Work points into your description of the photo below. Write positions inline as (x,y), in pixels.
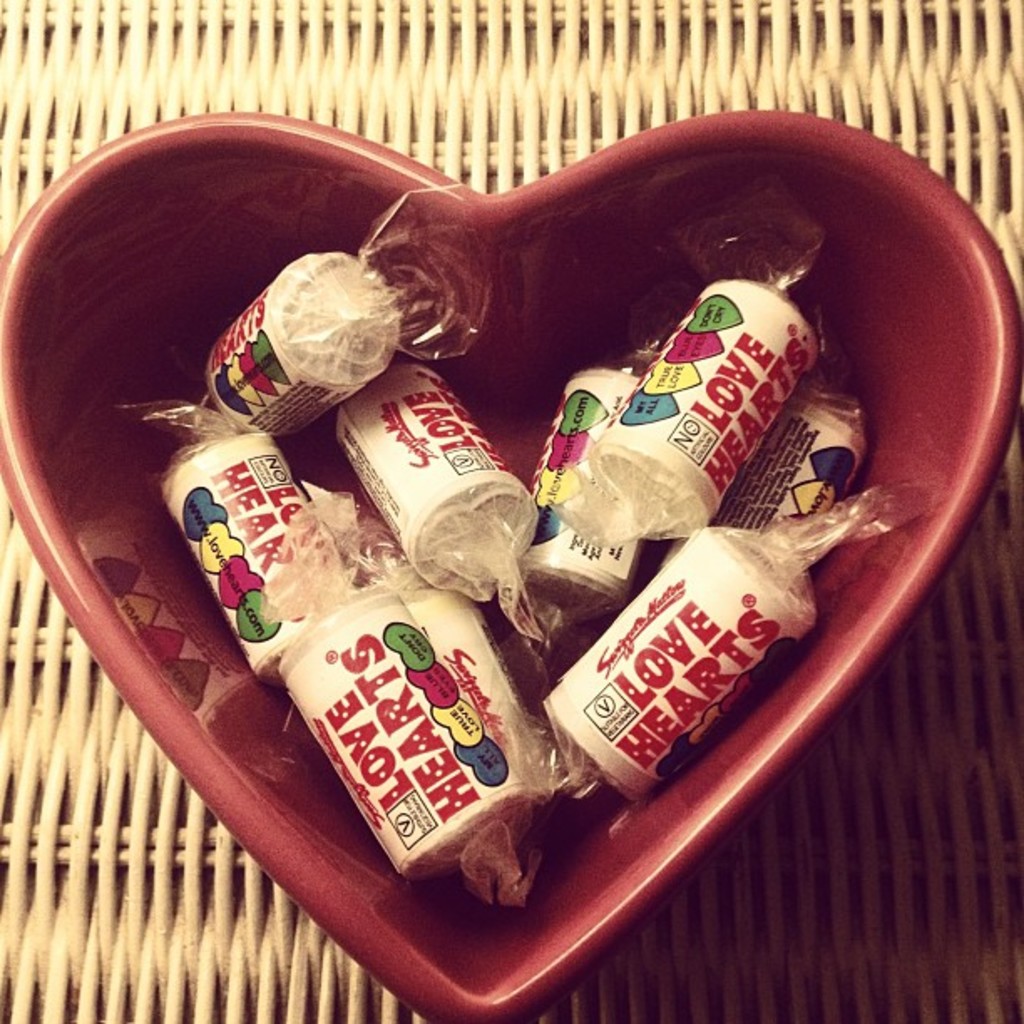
In this image there are some candies (452,634) named love hearts are in the bowl (901,306) which is in red color.
